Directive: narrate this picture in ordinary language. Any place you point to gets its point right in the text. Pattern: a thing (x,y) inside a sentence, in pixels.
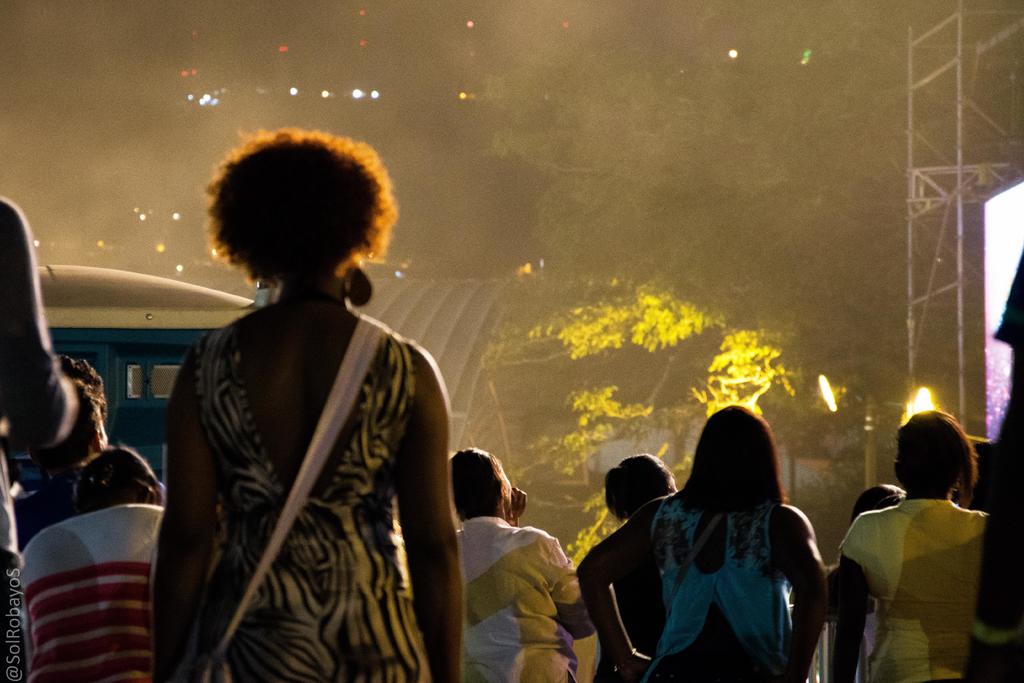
In this picture we can see a group of people (433,584) standing and in front of the people (212,470), it looks like a vehicle (142,308). On the right side of the vehicle (191,317) there is a tree (647,217) and it looks like a truss pole (925,301). Behind the tree (534,131) there are lights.
